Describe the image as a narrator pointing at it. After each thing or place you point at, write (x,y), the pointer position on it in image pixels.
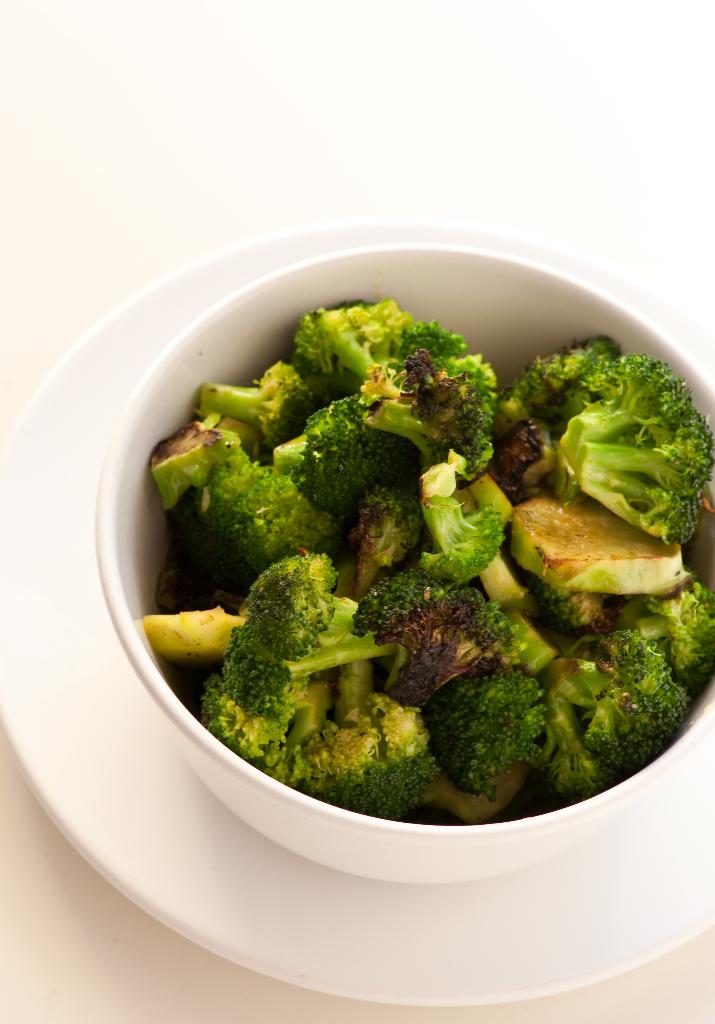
In this image we can see a broccoli (427,636) in the bowl (687,356), here is the plate (394,934), and at back ground (3,134) it is white.
